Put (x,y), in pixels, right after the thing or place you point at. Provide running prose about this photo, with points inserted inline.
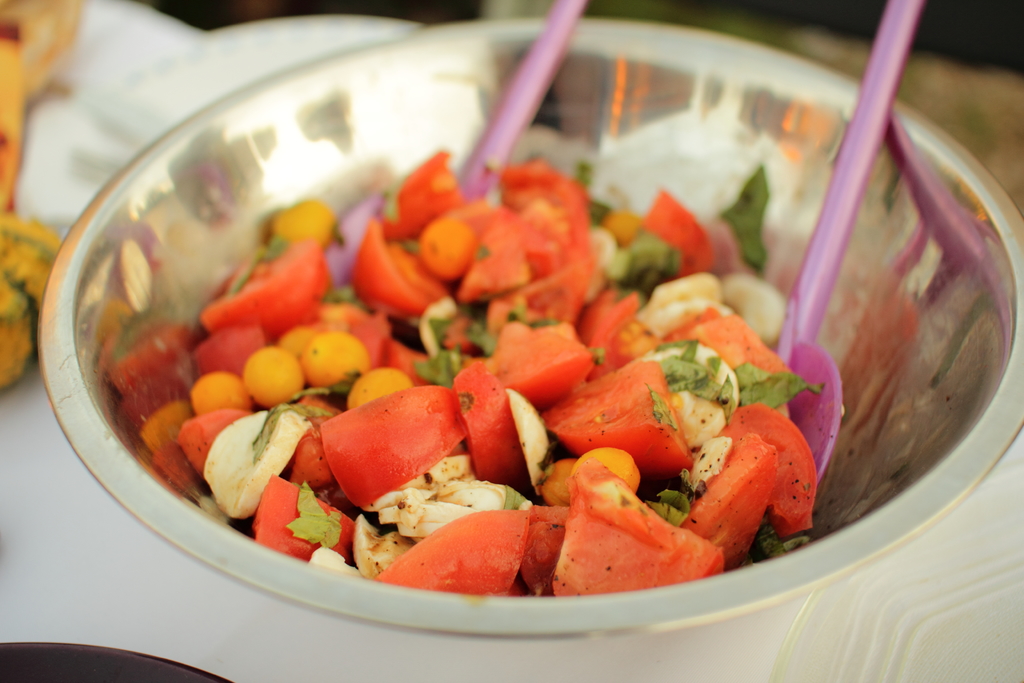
In this image we can see some food (373,405) with spoons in a bowl (536,616) which is placed on the table (847,605).
